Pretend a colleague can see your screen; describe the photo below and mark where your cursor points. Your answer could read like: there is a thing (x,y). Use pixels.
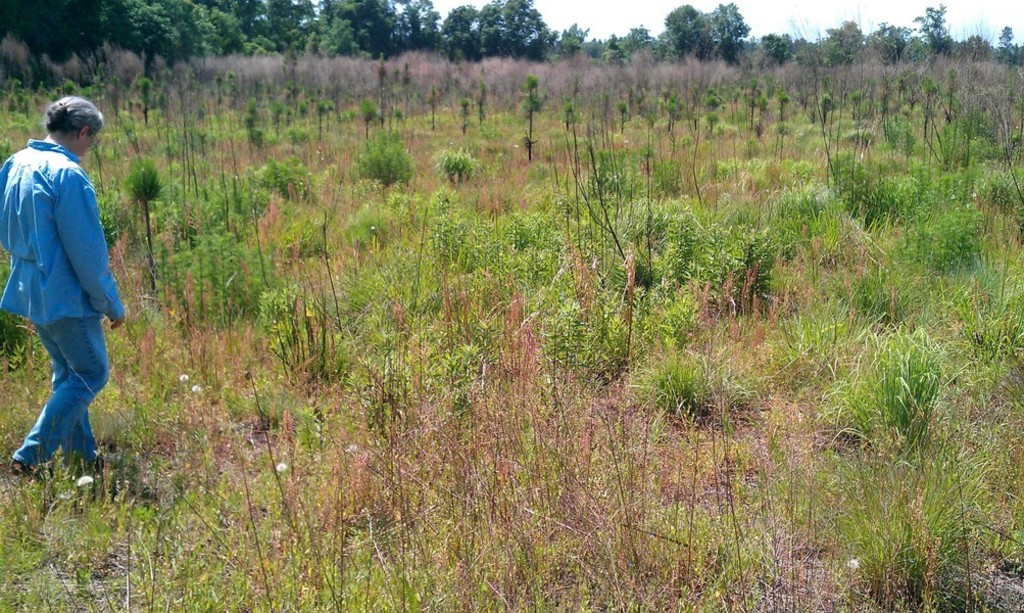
In the picture I can see a person (72,235) wearing a blue color dress (81,398) is walking on the ground (156,421) and is on the left side of the image (37,203). Here I can see the plants (576,280), grass (685,403), trees (195,39) and the sky (566,6) in the background (509,5).
